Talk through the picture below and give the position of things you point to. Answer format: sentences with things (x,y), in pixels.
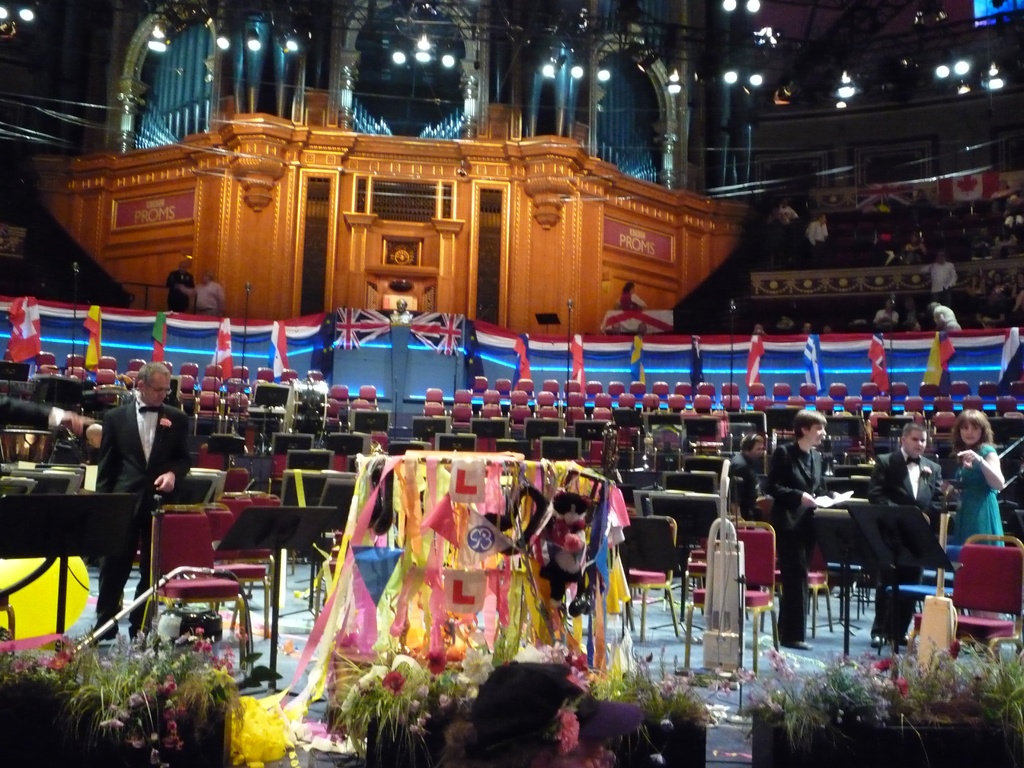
In this image we can see flowers (61,662), these people (967,494) are standing here, some objects (561,583), wooden wall (355,298) and the lights (757,33) to the ceiling (1012,30).
